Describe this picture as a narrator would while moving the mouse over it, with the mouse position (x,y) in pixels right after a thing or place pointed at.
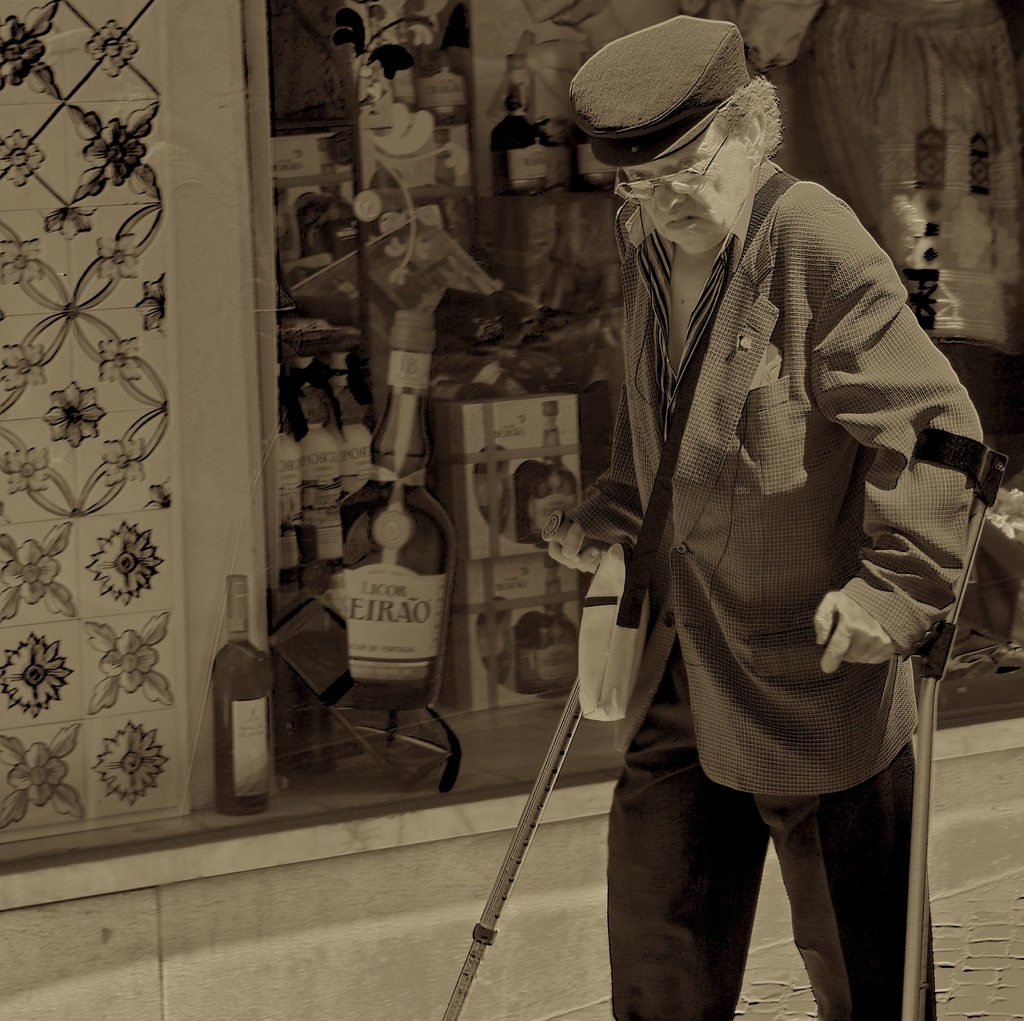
In this image I can see a person (747,515) wearing jacket (747,545), pant (673,846) and hat (652,92) is standing and holding sticks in his hand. In the background (414,709) I can see the wall (285,945), a bottle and the glass surface (305,628) through which I can see few objects (417,312).
